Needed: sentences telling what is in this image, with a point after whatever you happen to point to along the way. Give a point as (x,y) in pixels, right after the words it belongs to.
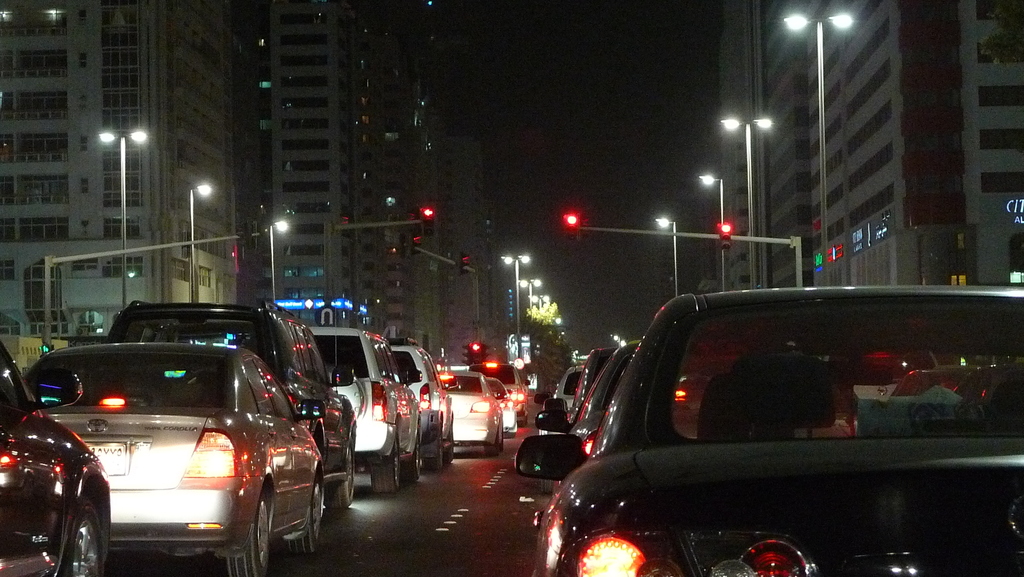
In this image there is the sky (608,111) towards the top of the image (561,47), there is a building (865,173) towards the right of the image (896,181), there are buildings (198,120) towards the top of the image (207,93), there are poles (180,240), there are lights (559,320), there are traffic lights (571,221), there is a road (476,504) towards the bottom of the image (463,511), there are vehicles (479,368) on the road (490,504), there is a board (345,306).
